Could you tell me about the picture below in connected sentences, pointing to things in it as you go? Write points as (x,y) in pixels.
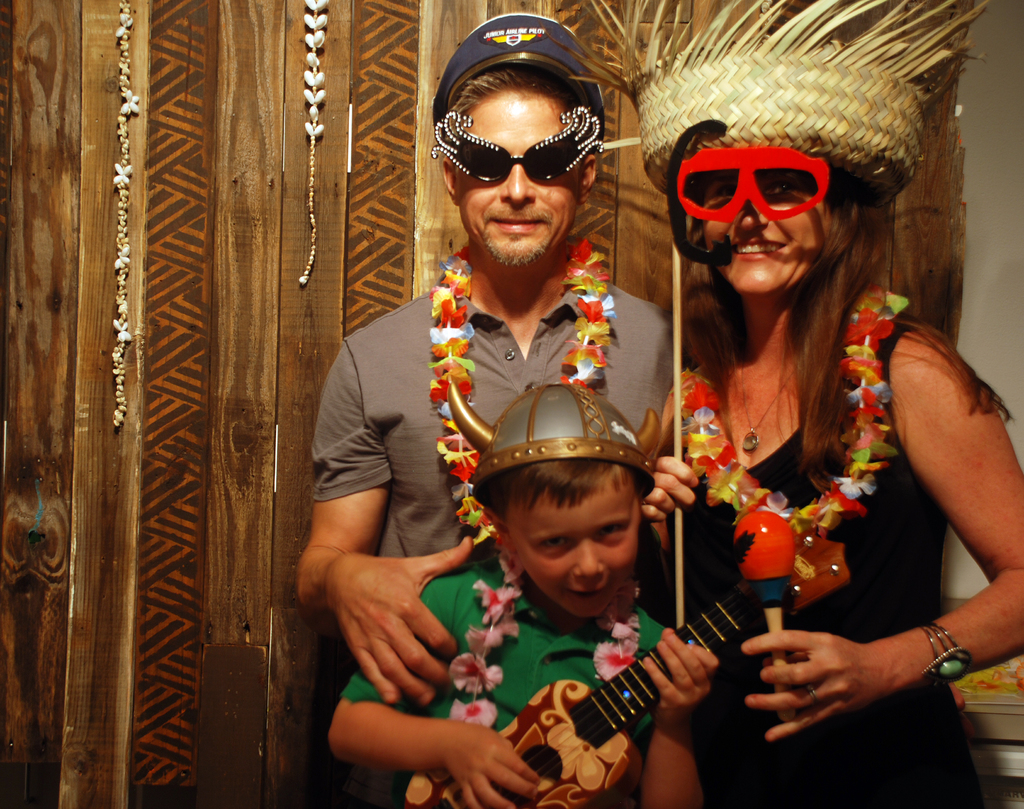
In this picture there are three people (483,429) wearing different costumes (571,351).
